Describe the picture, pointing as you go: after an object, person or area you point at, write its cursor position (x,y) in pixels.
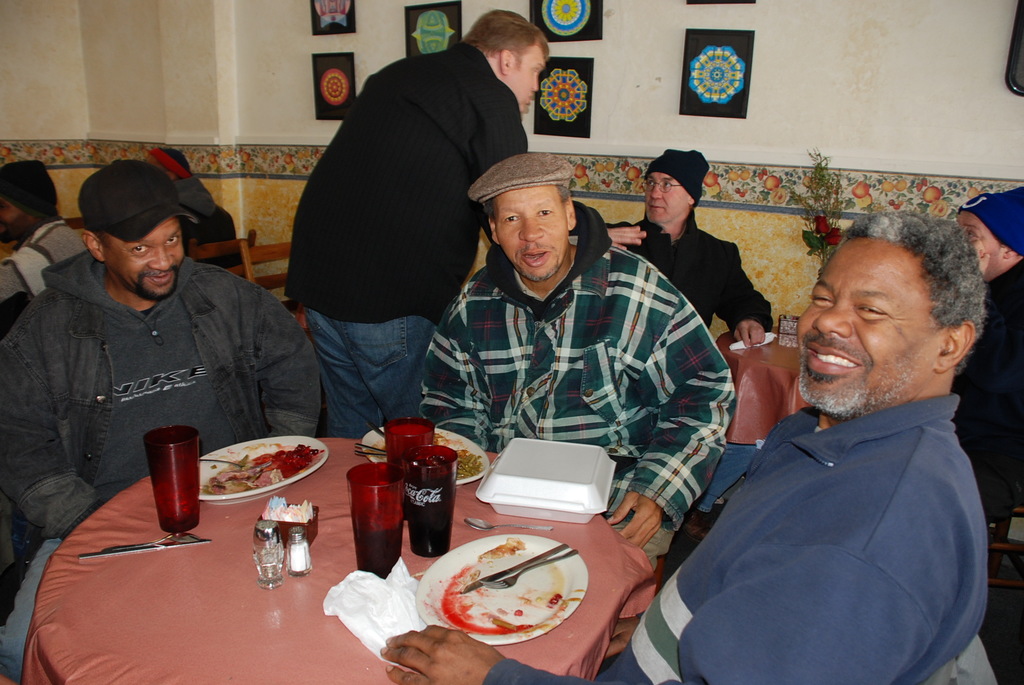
In the image we can see there are many people (535,321) sitting on chair (274,281) and one is standing. On the table (235,604) there is a plate (457,593), spoon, fork (487,586) and glass (417,528). There is a wall (757,75) on which frames (573,85) are sticked.
